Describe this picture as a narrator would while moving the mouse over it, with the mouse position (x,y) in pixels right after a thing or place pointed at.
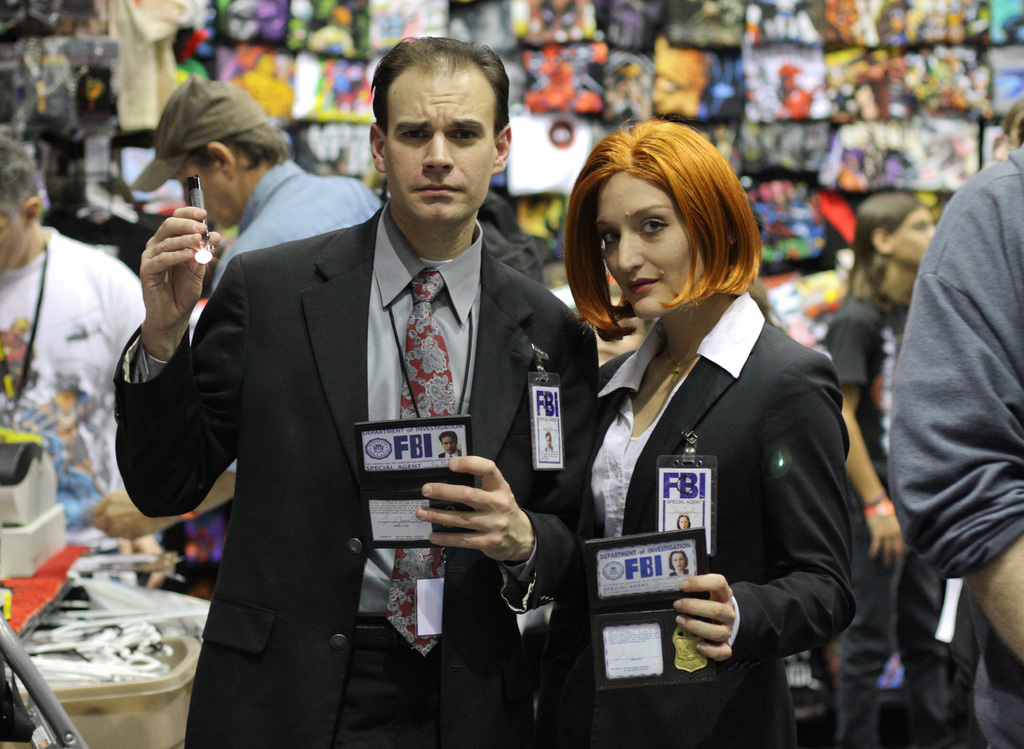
In this image we can see a group of people (371,345) standing. Two persons (719,416) are wearing coats (510,314) and holding id cards (426,466). One person (494,336) is holding a torch (200,252) in his hand (189,259). In the background (767,113), we can see a person (256,233) wearing the cap (225,118) and group of toys (813,155) in the rack (784,119).
